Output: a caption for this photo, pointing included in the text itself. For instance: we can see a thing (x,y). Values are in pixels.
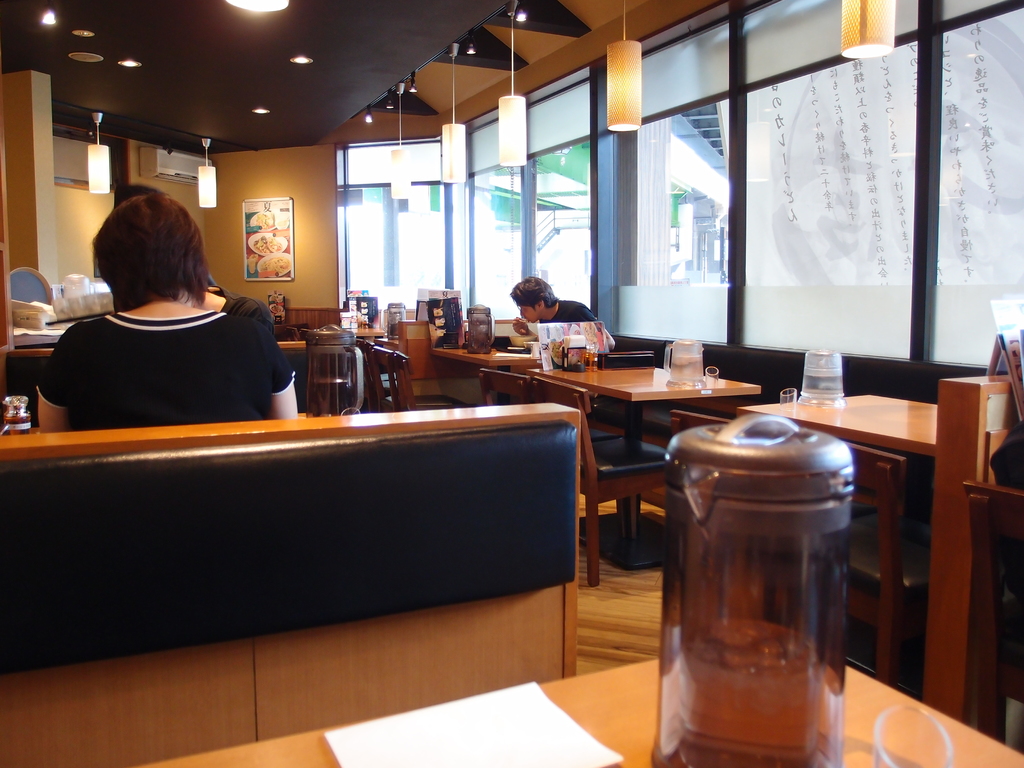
In this image I see lot of chairs (621,462) and tables (497,357) and on the tables (953,740) I see few things (488,316), I can also see few people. In the background (359,235) I see the windows (454,186), lights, wall (254,189) and the ceiling (63,132).
